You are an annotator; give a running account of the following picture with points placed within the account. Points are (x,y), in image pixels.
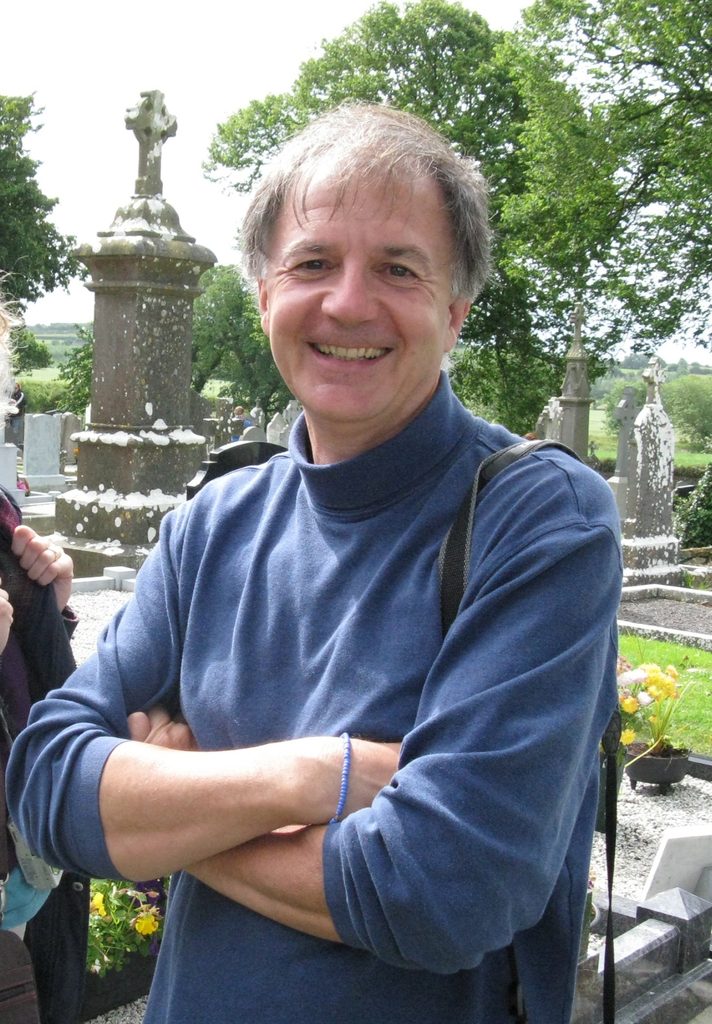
In this picture, we can see a few people (217,692), and we can see the ground (692,712), graves (666,921), plants (641,711), flowers (669,677), trees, and the sky (286,72).
